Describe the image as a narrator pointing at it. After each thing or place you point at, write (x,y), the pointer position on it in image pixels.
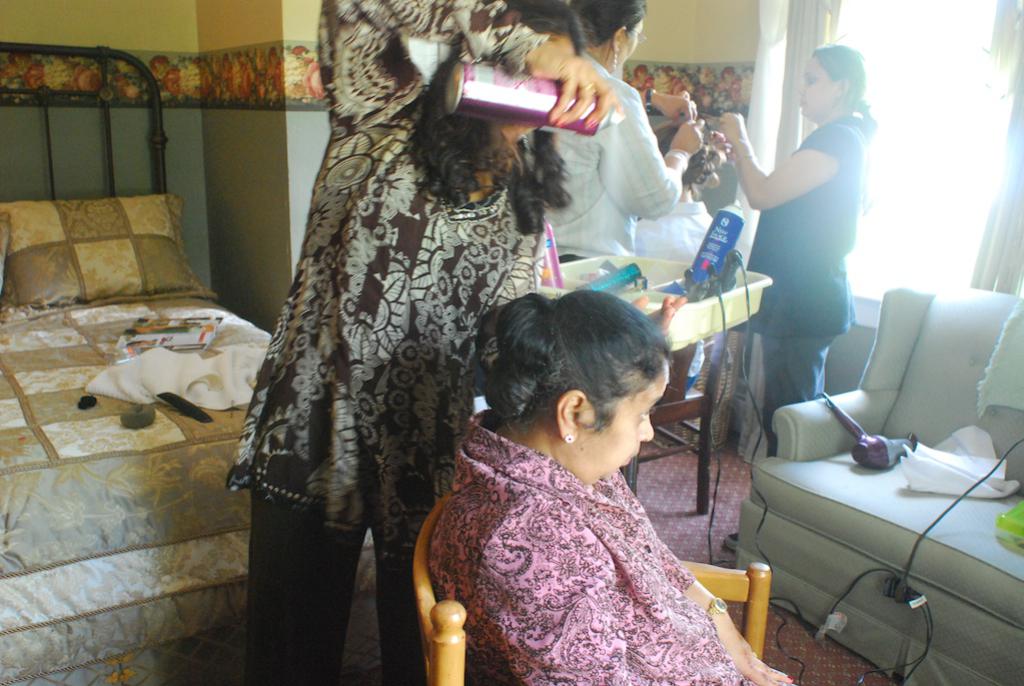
In this image I can see women (481,230) where two are sitting on chairs (672,405) and three are standing. I can see she is holding a purple colour thing (506,77). In background (199,465) I can see a sofa (811,439), a bed (1,330), a pillow (50,269), wires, a hair dryer (843,416) and many more other stuffs (181,358). I can also see curtains (793,54) in background (776,0).
